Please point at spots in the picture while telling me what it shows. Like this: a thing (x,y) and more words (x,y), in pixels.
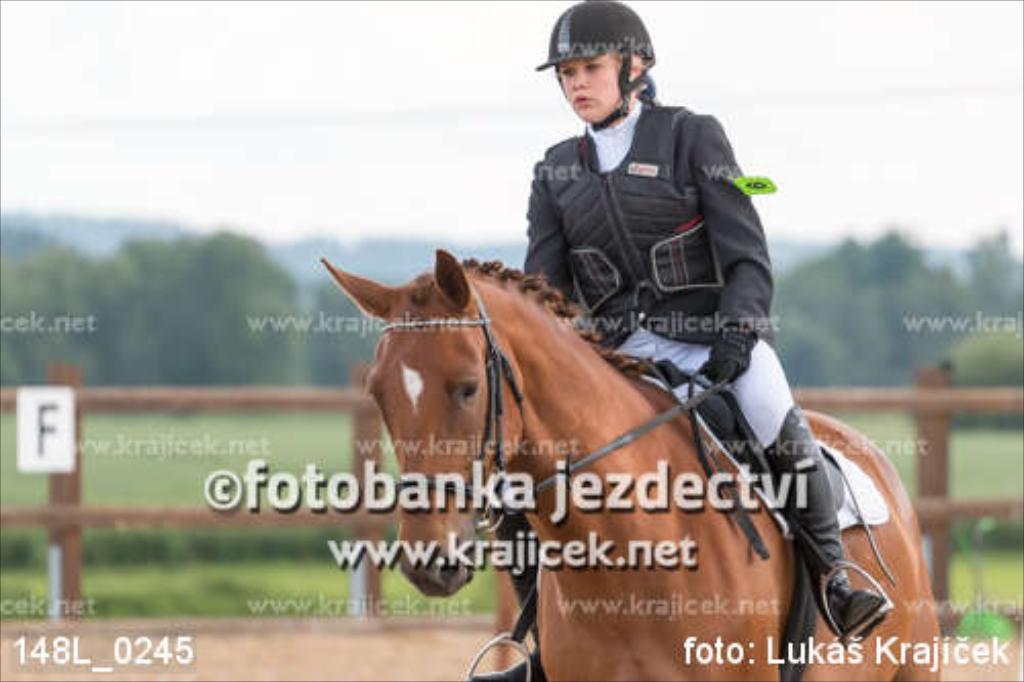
In this image we can see a person (689,280) riding on the horse (395,451), there are plants (136,449), trees (368,355), there is a fencing (940,530), also we can see the sky (458,78), and there is a board (68,441) with a letter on it, there are some text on the image.
